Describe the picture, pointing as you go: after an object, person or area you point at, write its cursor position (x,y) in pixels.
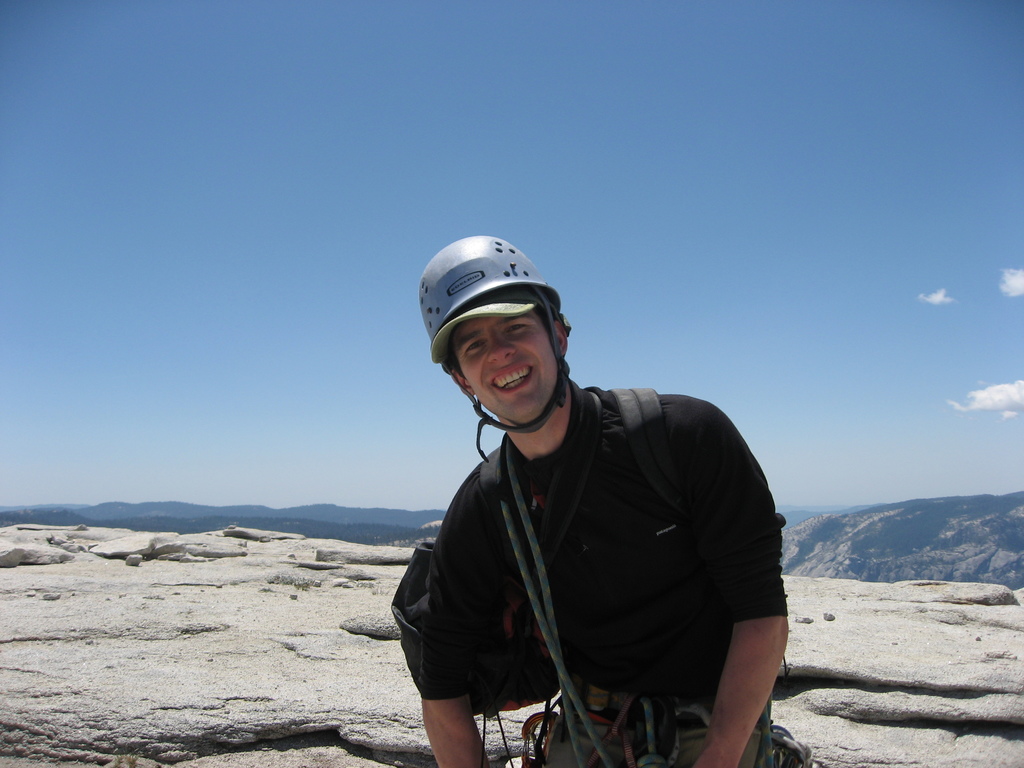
In the picture I can see a person (633,597) wearing black color T-shirt (647,558), also wearing helmet (477,285) carrying bag (522,684) standing on mountain (18,621) and in the background (118,454) there are some mountains (807,571) and clear sky (297,205).
